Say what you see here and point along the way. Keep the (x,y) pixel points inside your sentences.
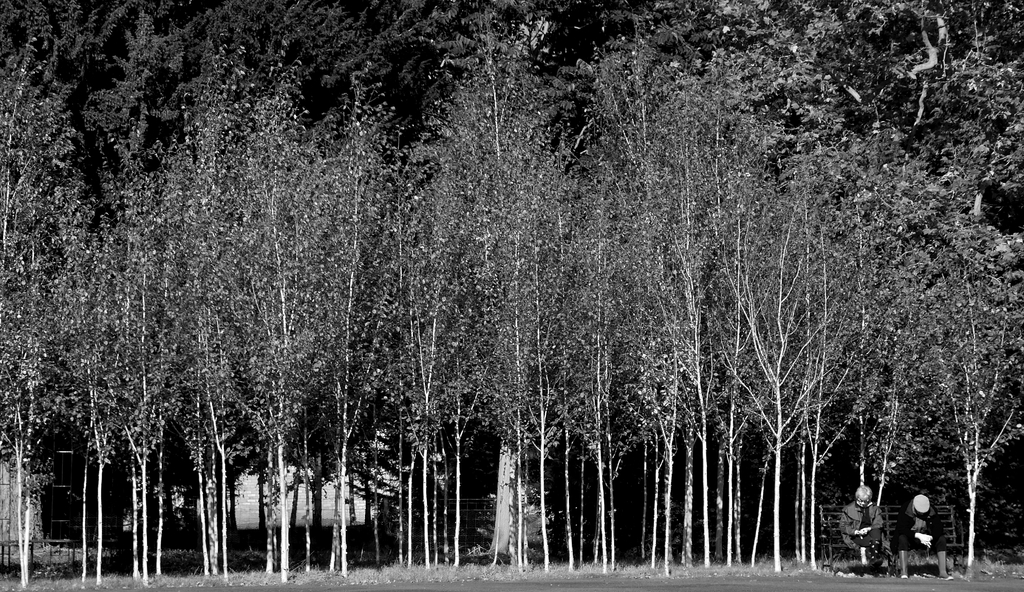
In the image I can see two people (915,518) who are sitting on the bench (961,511) and also I can see some trees (378,284) to the side.
